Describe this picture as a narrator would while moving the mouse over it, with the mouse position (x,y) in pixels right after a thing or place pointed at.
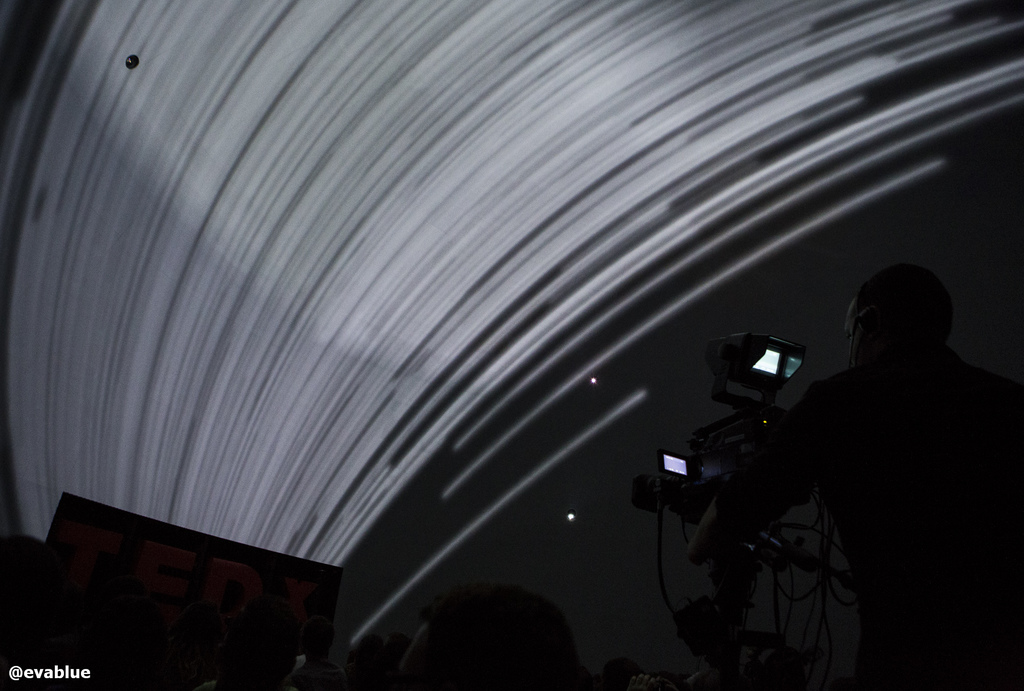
In this image we can see a person (940,495) and a video camera (732,472). On the left side (206,481), we can see white objects (287,325). At the bottom (279,605) we can see few objects (48,641) and text (36,671).
